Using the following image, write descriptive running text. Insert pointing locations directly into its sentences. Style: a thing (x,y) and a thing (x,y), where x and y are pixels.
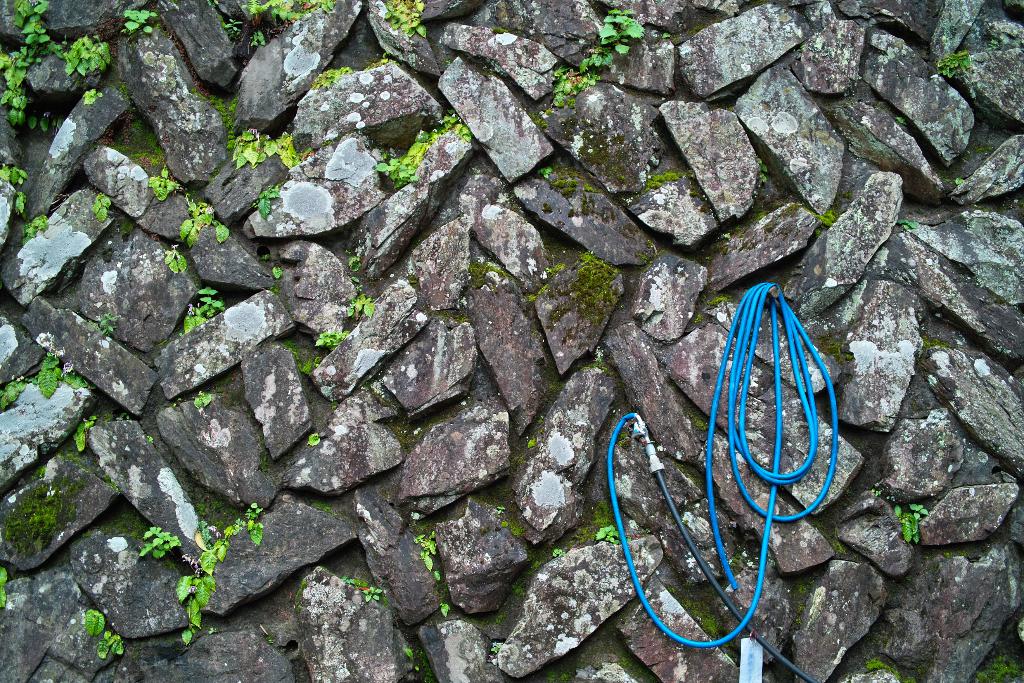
On the right (778,465) we can see a blue color water pipe (752,488) which is hanged to this nail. Here we can see some grass (633,26) on this wall (597,258).
